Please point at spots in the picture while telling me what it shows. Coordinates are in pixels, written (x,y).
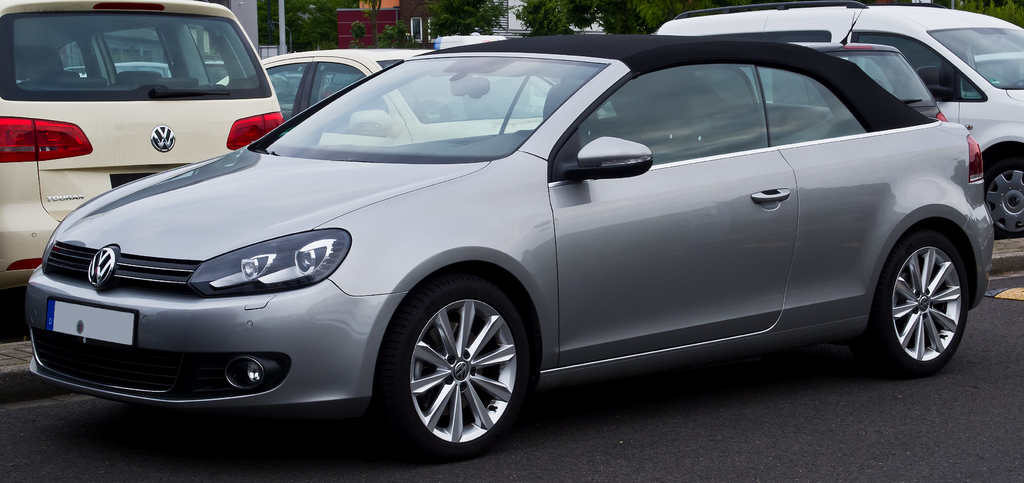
In this image I can see few vehicles (390,176) and in the background (251,5) I can see few buildings (250,19) and number of trees (333,45).
